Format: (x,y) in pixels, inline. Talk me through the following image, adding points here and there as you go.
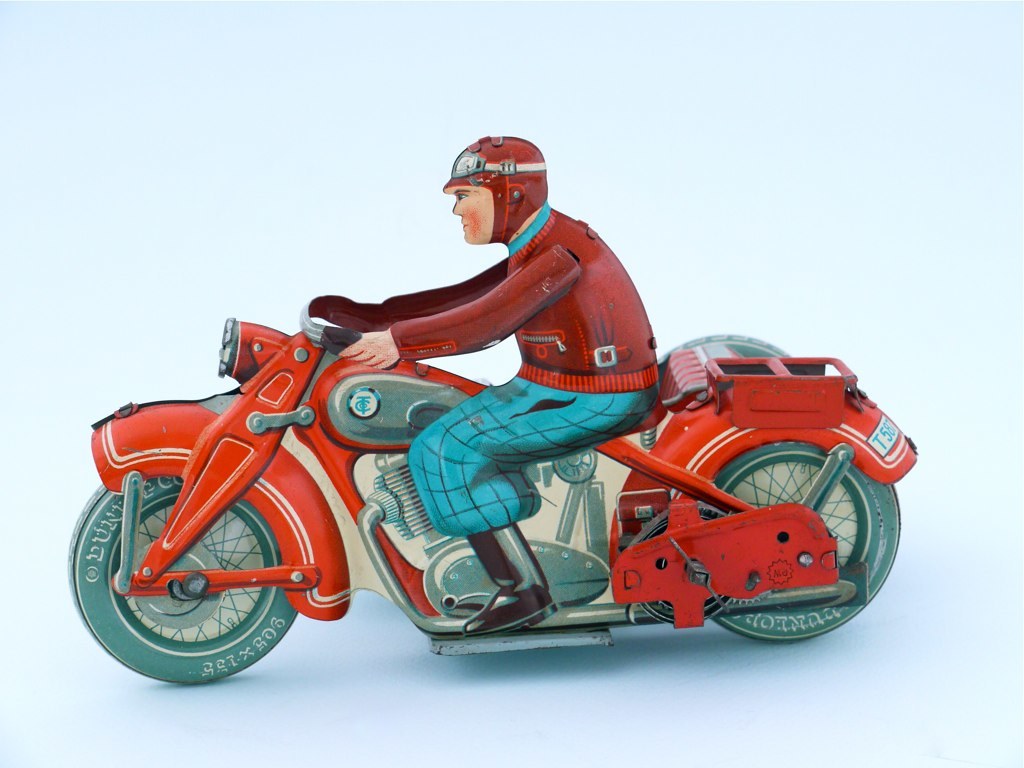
In this picture we can see the drawing (160,626) of a man (510,424) wearing a helmet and sitting on a red colored bike (287,465).
